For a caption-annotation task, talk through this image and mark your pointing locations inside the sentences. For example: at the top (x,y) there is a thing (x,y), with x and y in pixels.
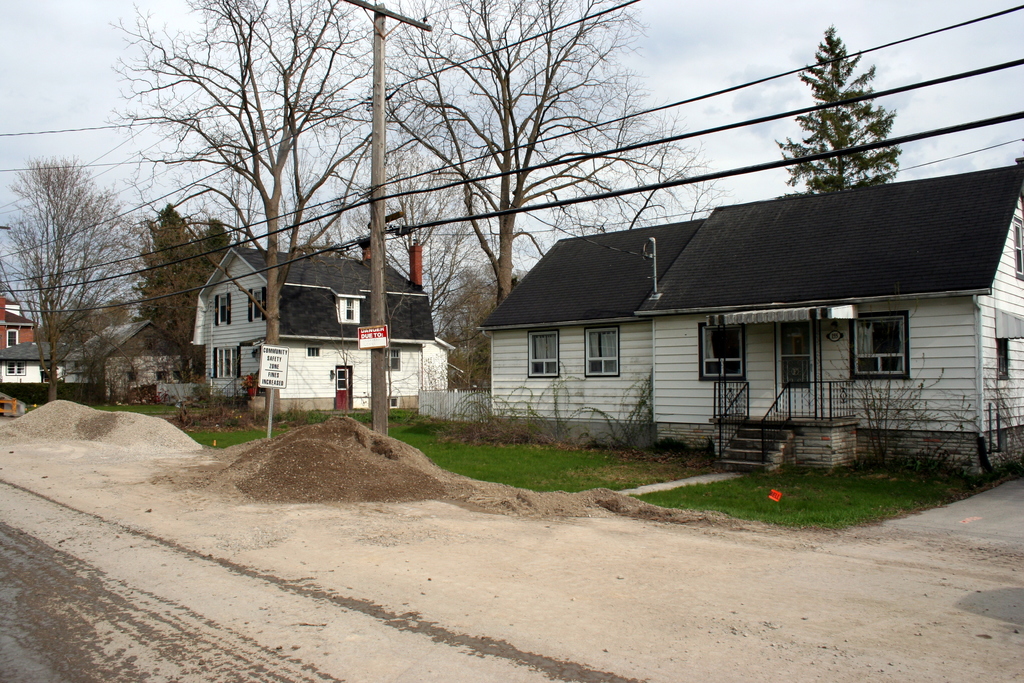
In this image, there are a few houses (538,372), poles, trees (261,306), wires (679,181), boards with text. We can see the ground (464,494) with some objects (340,488). We can also see some grass (636,475) and plants (603,434). We can see the sky (622,155). We can see some stairs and the railing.
